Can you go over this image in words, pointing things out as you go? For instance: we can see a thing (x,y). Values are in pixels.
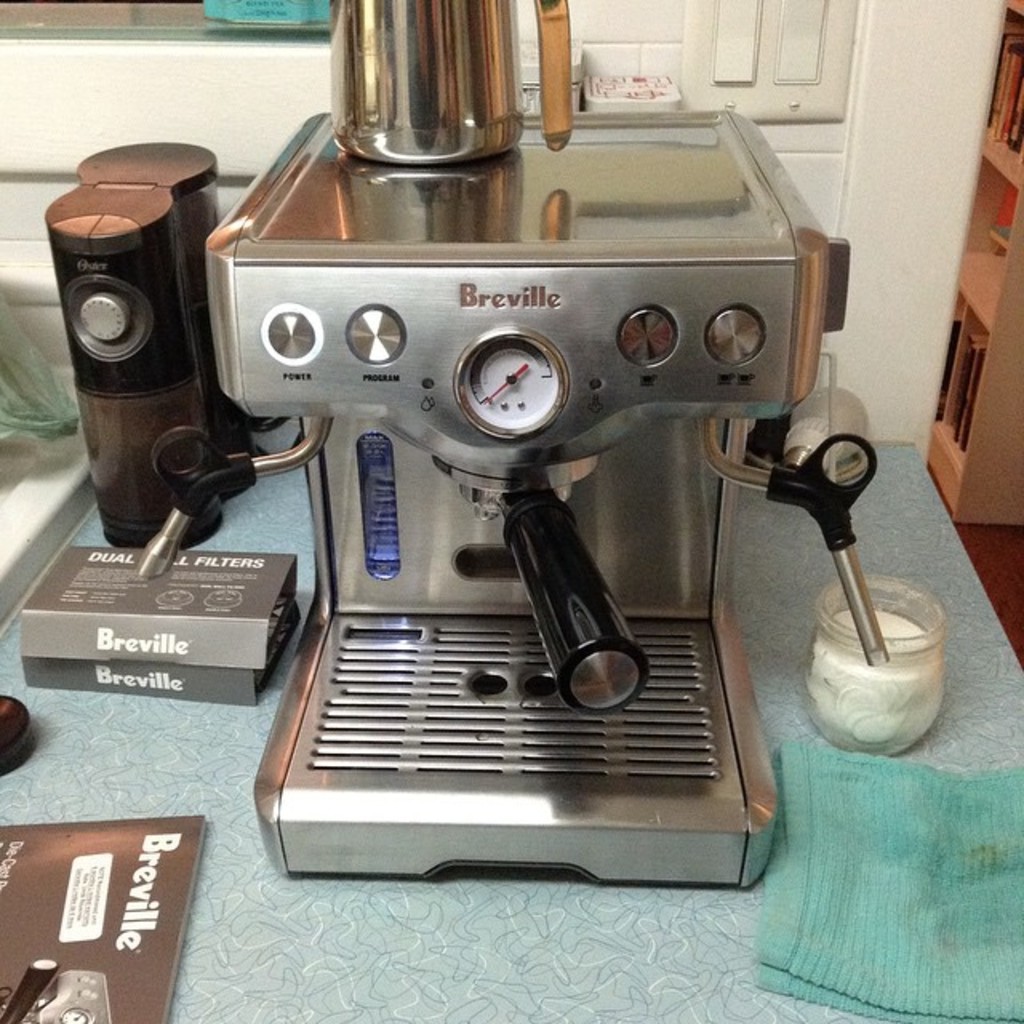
In the image there is a machine (707,480). On the top of the machine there is a vessel (472,121). On the right side of the image (926,884) there is a cloth (863,804) and also there is a jar (888,643). And on the left side of the image (55,232) on the table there are few items (120,385). And in the background (64,113) there is a wall (676,32) with a switch board (701,57). In the top right corner of the image (973,326) there is a wooden object (979,272).
